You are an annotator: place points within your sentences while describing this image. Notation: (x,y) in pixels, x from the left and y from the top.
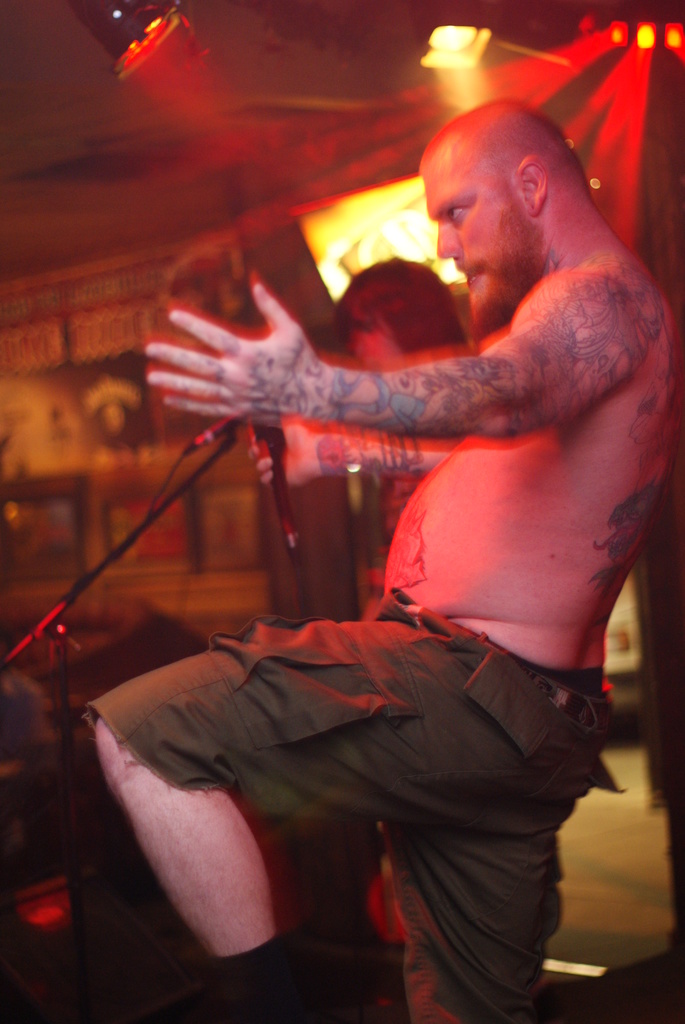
In this picture there is a man (449,725) standing and we can see microphone (213,434) with stand (25,643). In the background of the image (351,222) it is blurry and we can see person (411,323) and lights (358,258).
